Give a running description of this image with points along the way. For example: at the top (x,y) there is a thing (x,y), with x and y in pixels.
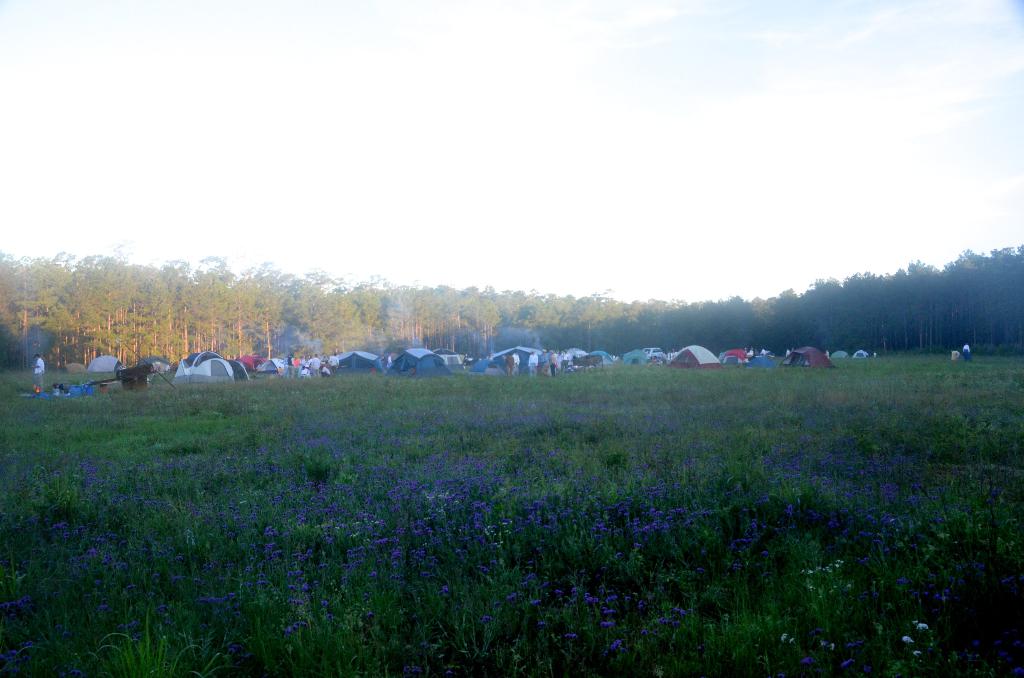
In this picture I can observe some plants (362,456) on the land (375,417). There are violet color flowers (320,511). I can observe tents (201,368) and some people (389,361) on the ground (477,390). In the background (149,319) there are trees (503,317) and a sky (429,158).
